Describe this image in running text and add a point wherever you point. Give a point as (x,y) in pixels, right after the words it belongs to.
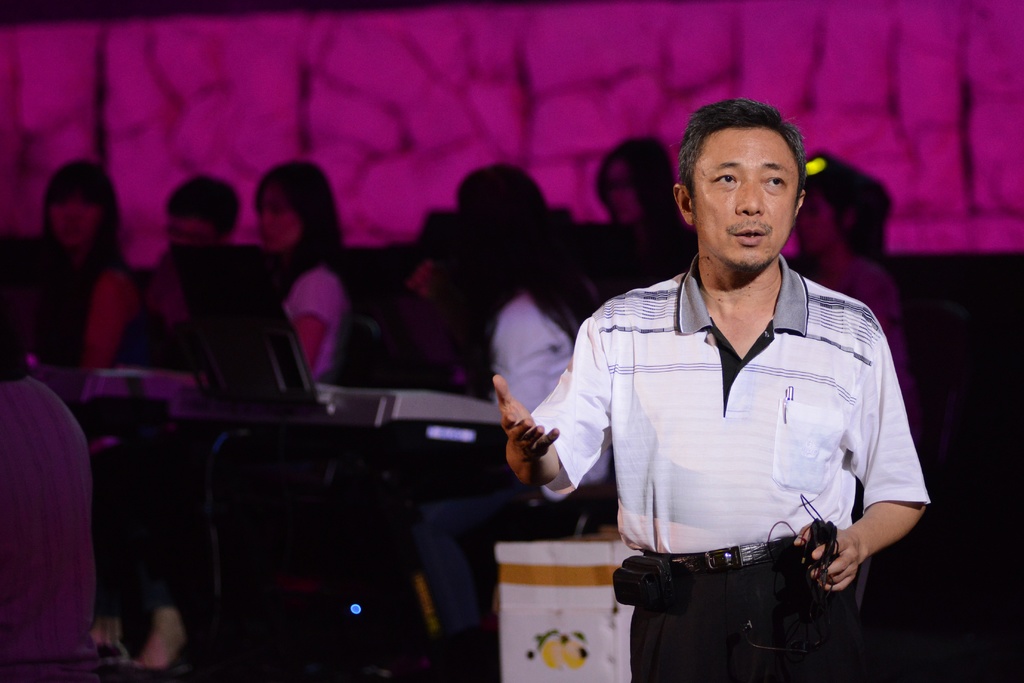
In this image there is a man (708,488) standing, in the background (578,304) there are people (577,324) sitting on chairs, in front of them there are musical instruments (427,407).
